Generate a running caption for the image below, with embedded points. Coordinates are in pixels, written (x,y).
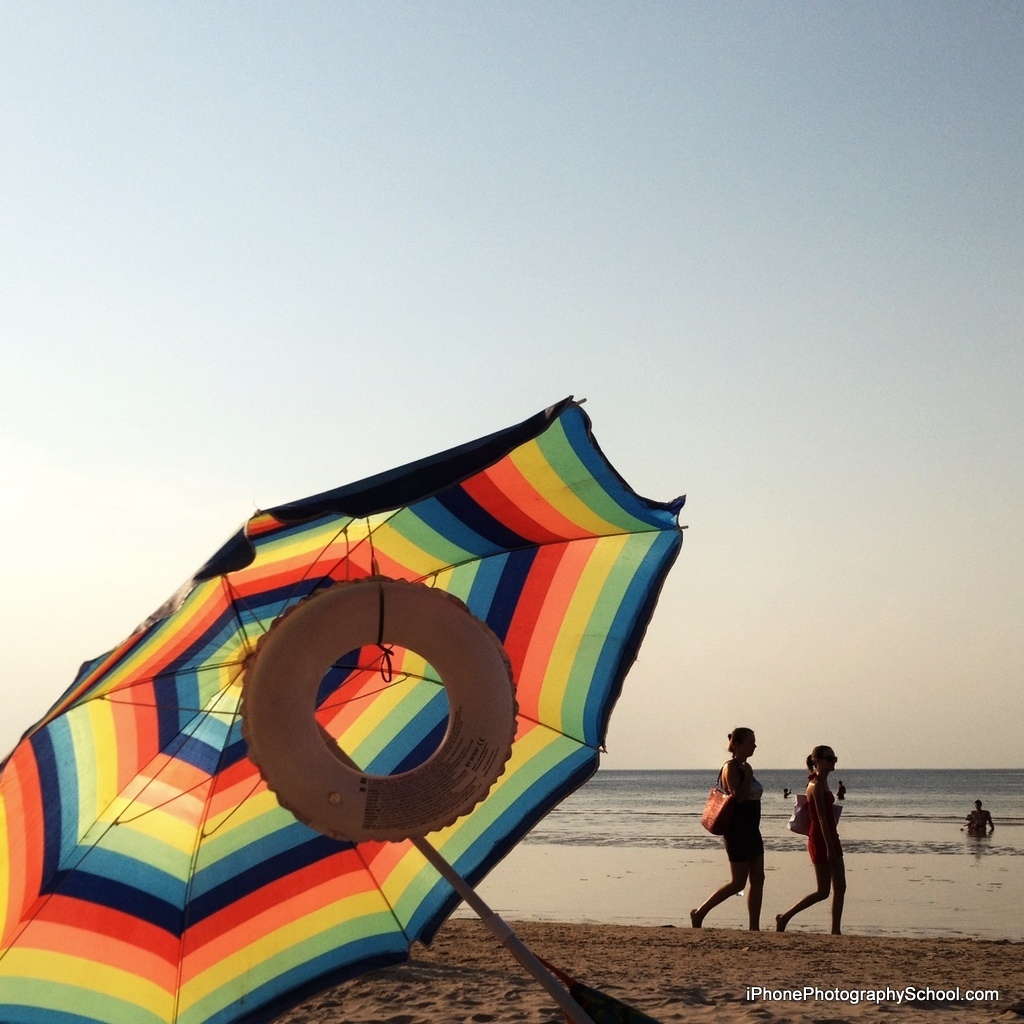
In the image I can see a beach (858,978) in which there are two people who are walking behind the umbrella (548,793) to which there is a tube (469,771) tied.
